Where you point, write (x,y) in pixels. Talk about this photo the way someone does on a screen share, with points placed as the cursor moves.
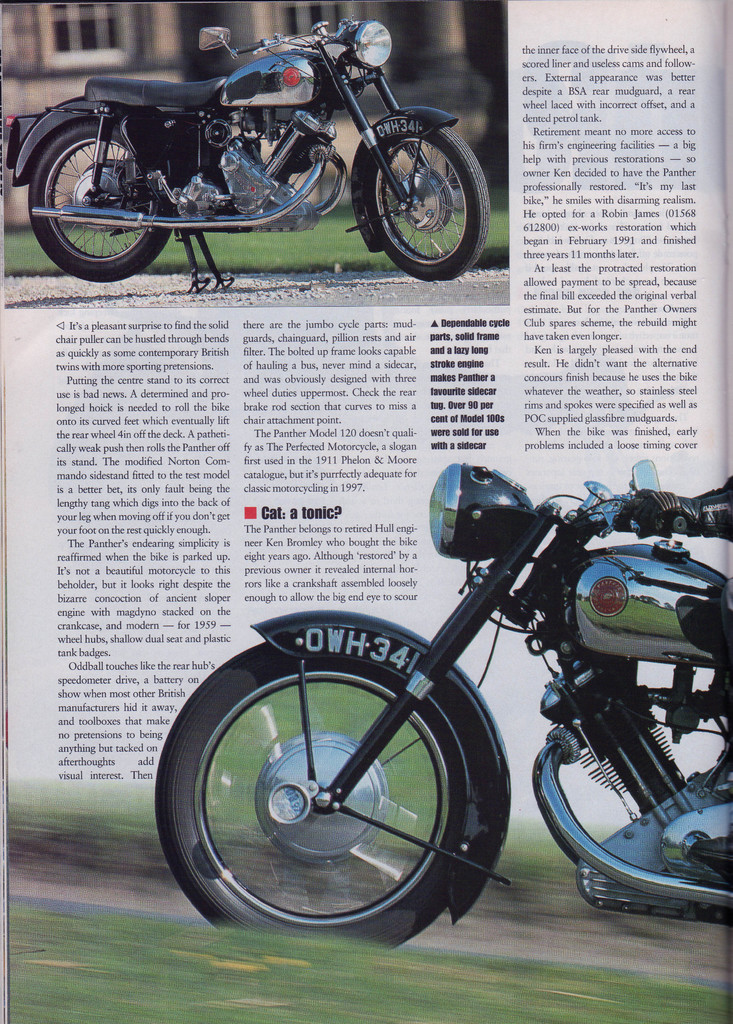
Here in this picture we can see a paper (315,84) and on that paper (292,228) we can see images (298,195) of a motorbike (437,721) and we can also see some text (158,455) printed.
